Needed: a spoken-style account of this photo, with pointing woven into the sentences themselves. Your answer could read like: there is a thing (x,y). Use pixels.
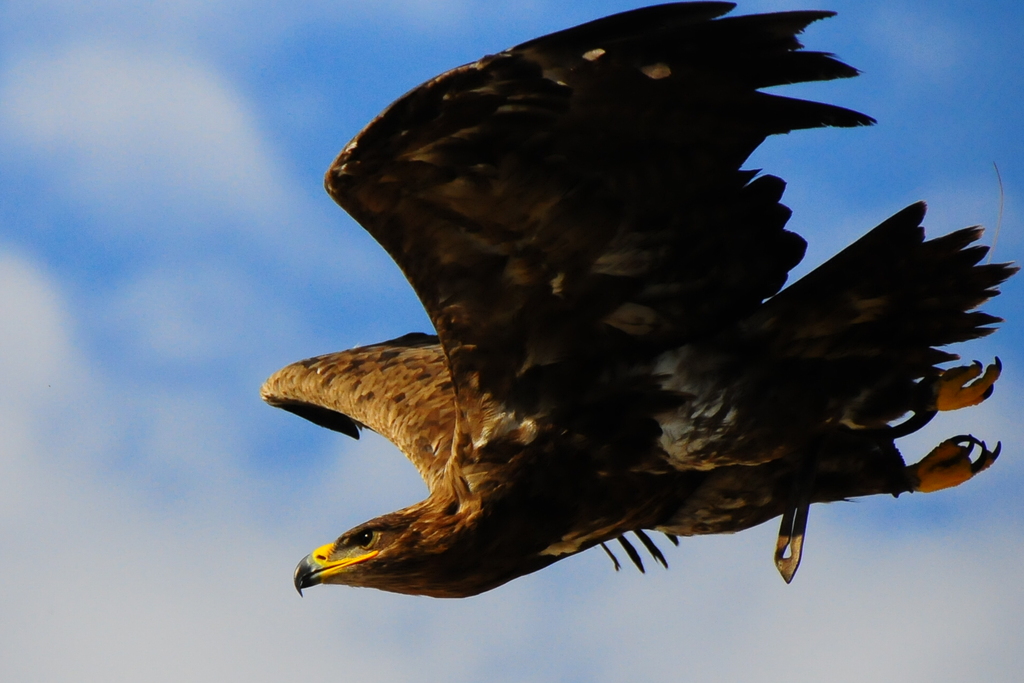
In the picture I can see an eagle (493,366) is flying in the air (152,327). In the background (170,278) I can see the sky (114,259).
